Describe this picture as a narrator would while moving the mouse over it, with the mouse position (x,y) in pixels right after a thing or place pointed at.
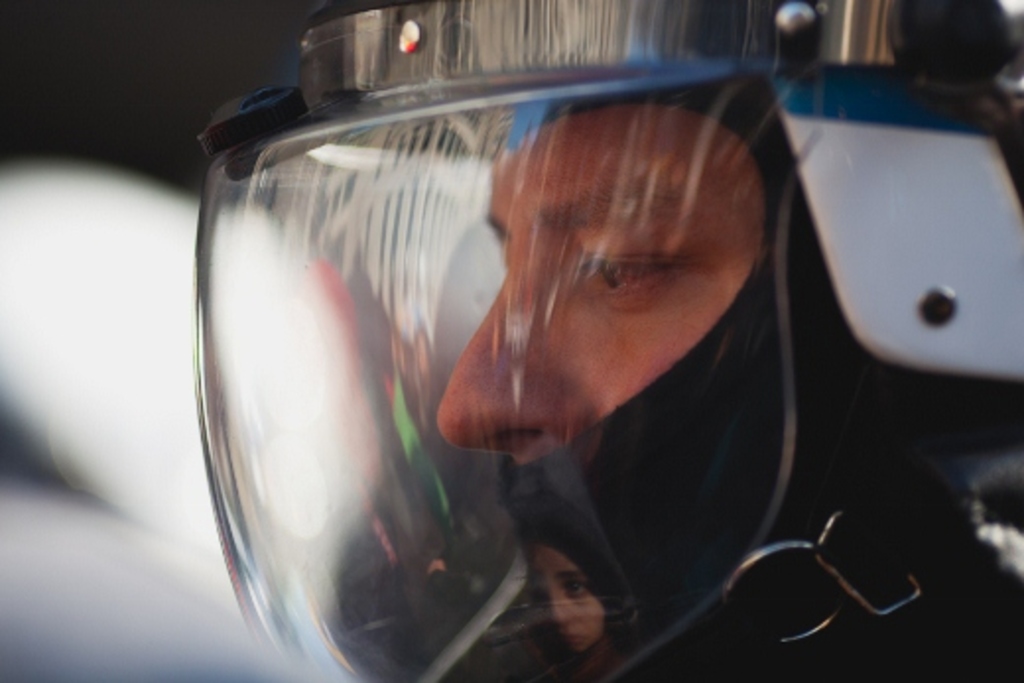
In this image we can see a person (650,234) wearing a helmet (369,594).
